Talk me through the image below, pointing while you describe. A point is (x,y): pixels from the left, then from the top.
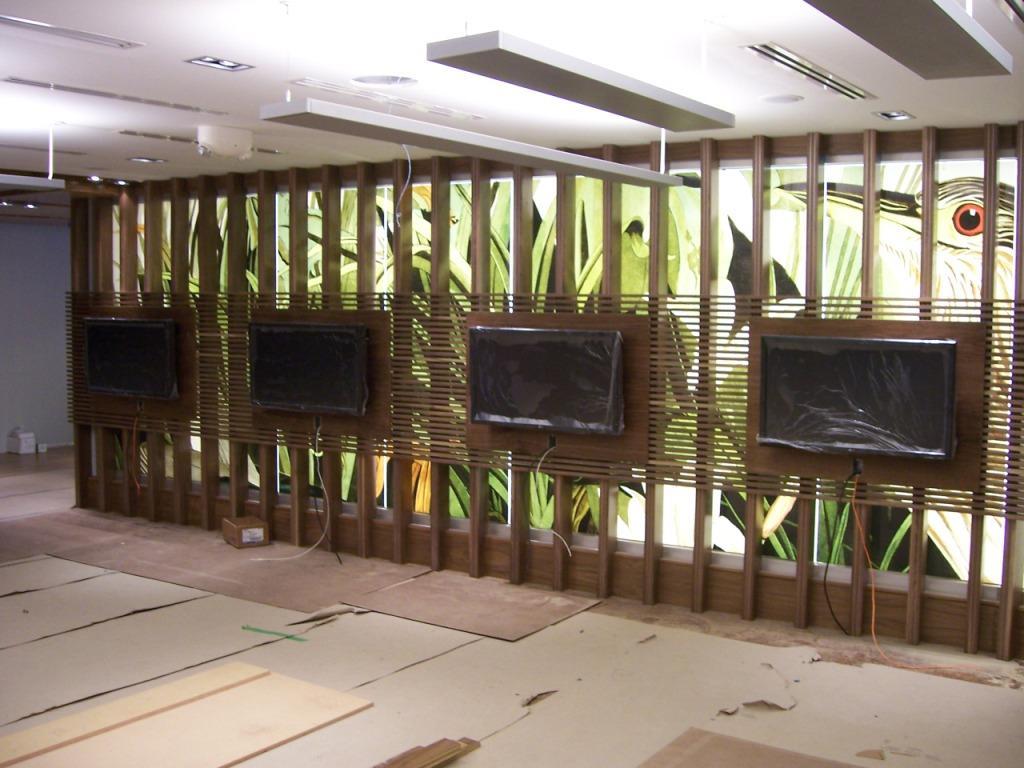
In the picture we can see a path (332,568) and beside it we can see a wall (487,452) with wooden planks (611,520) and to the ceiling (600,10) we can see some lights (397,135).
